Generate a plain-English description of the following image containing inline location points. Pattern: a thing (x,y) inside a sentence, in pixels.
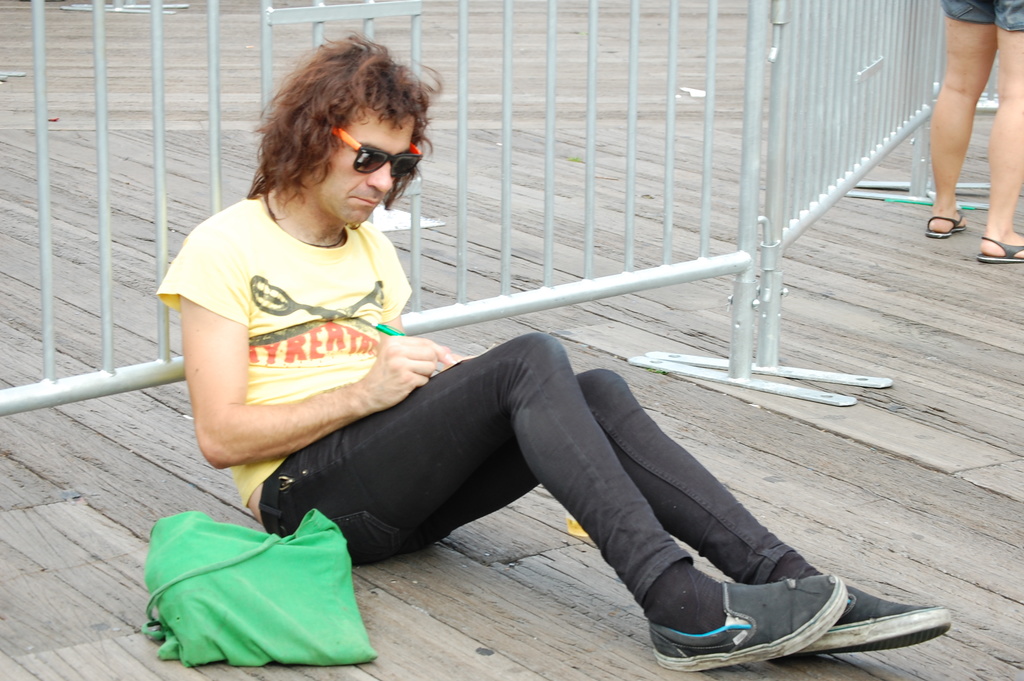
In the foreground (243,329) I can see a person (256,401) is sitting on the boardwalk (449,571) and a bag (255,536). In the background (705,205) I can see a fence (666,175) and a person (947,151) is standing. This image is taken during a day on the boardwalk (862,243).
